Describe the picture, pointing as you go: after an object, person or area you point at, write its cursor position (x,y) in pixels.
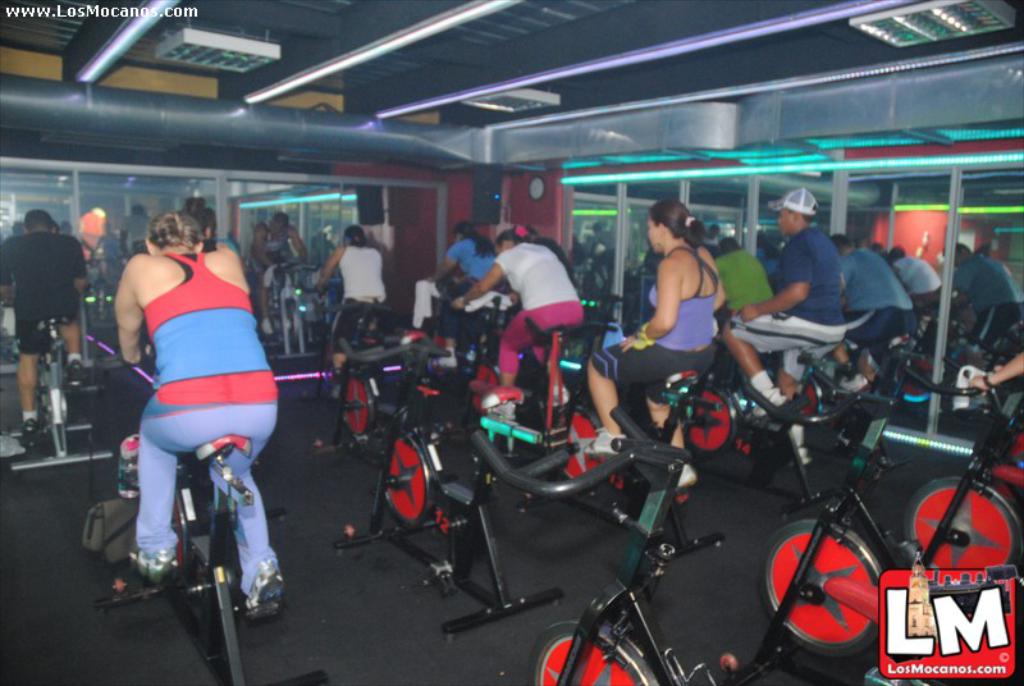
This picture is clicked inside the hall (878,328) and we can see the group of persons (807,292) seems to be cycling on the spinning bikes (219,449) and we can see many other objects (479,215) and the spinning bikes (601,510). At the top (535,25) there is a roof (454,50) and the lights (235,64). In the background (24,245) we can see the group of persons (61,238) and many other objects (925,191). In the bottom right corner (951,587) we can see the watermark (941,606) on the image.
